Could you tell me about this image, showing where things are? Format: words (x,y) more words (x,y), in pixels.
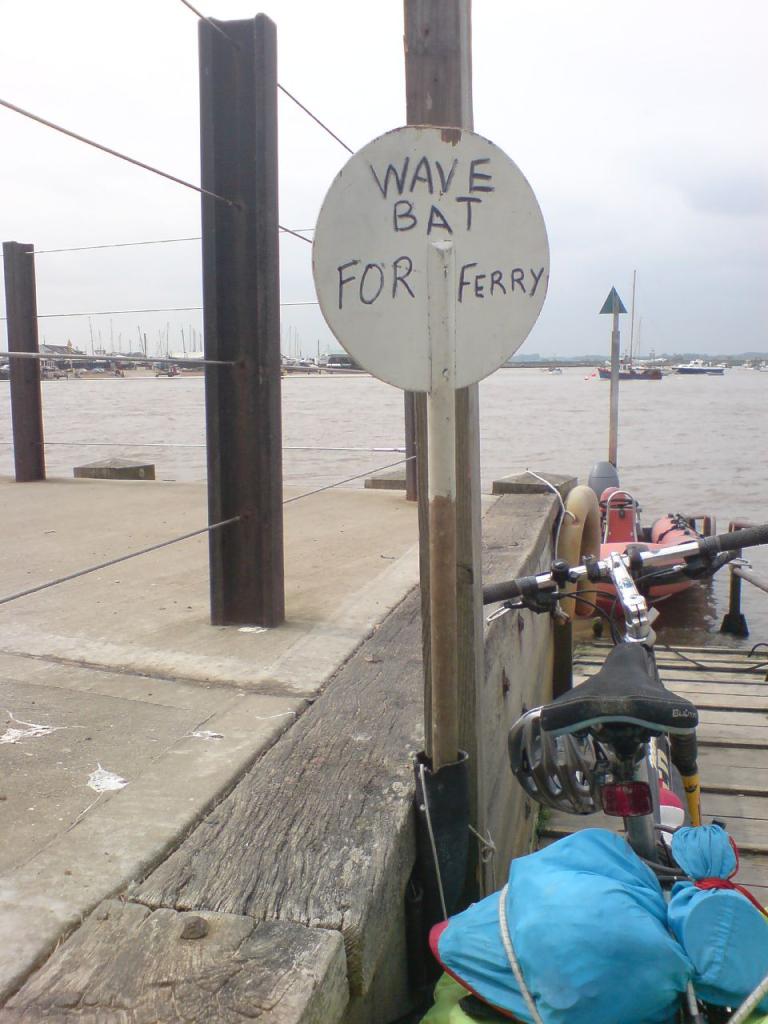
In the right bottom of the picture (634,743), we see a bicycle (610,697) on which the objects (575,872) tied in blue color cloth (595,955) are placed. The cycle (643,601) is on the wooden bridge (717,683). Beside that, we see a tube (583,500) and a board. In the middle of the picture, we see a board (515,330) in white color with some text (383,197) written on it. Beside that, we see the bridge (190,652) and the iron fence (214,219). In the background (156,398), we see water (335,417) and this water (557,410) might be in the sea (606,403). There are boats (192,354) and yachts (304,360) in the background (189,347). At the top (524,145), we see the sky (489,136).
